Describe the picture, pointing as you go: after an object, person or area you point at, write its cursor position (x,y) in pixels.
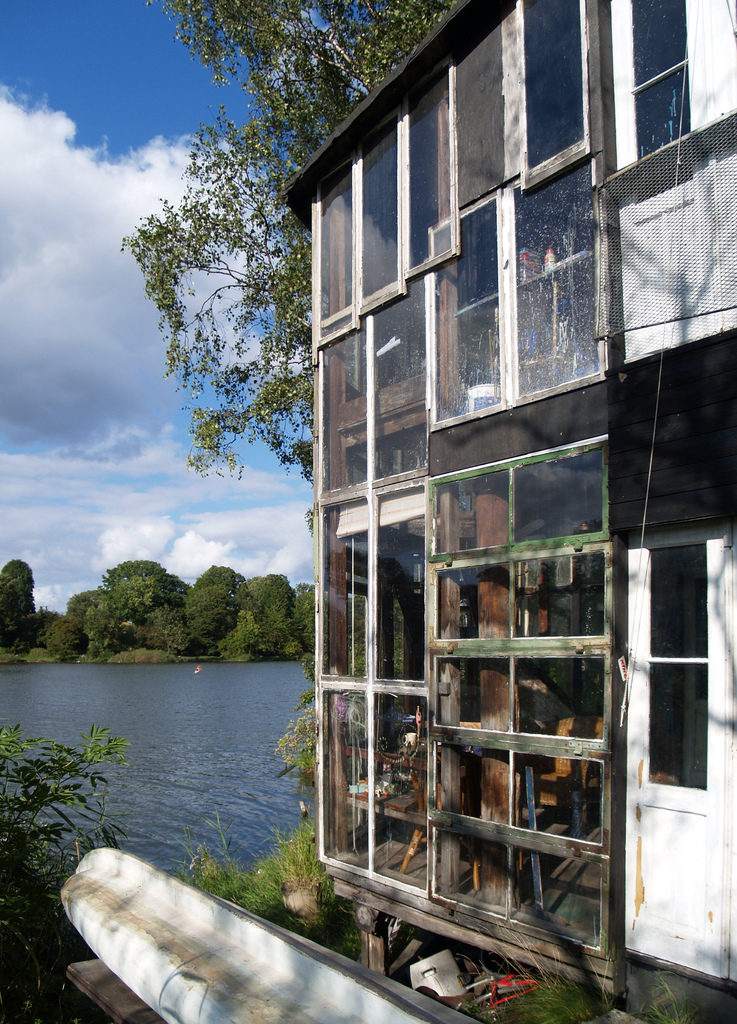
In the picture house building (631,908) on the bank (357,955) of the water (46,724) with a glass window (592,284) and besides, we can see some plants (323,932) and in the background (89,686), we can see water (220,717), and far away we can see some trees (173,606) and sky (105,484) with clouds (110,200).
